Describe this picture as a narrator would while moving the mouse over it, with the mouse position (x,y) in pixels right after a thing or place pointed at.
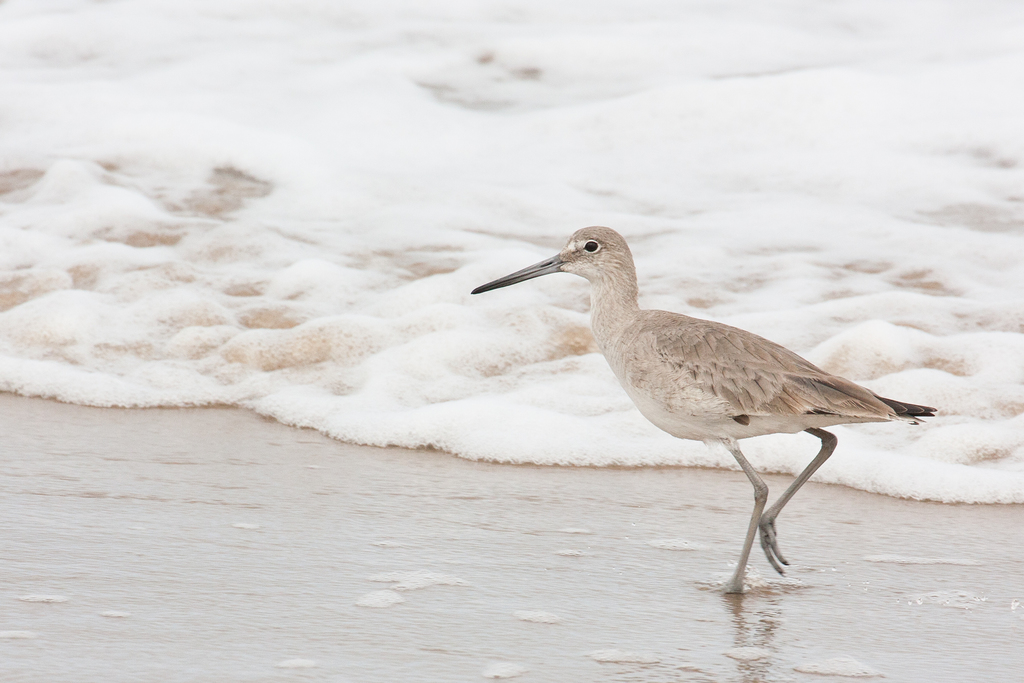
On the right side of the image (733,415) we can see a bird (726,364). In the background of the image (525,348) we can see the ocean (483,187). At the bottom of the image (334,587) we can see the soil (368,573).
